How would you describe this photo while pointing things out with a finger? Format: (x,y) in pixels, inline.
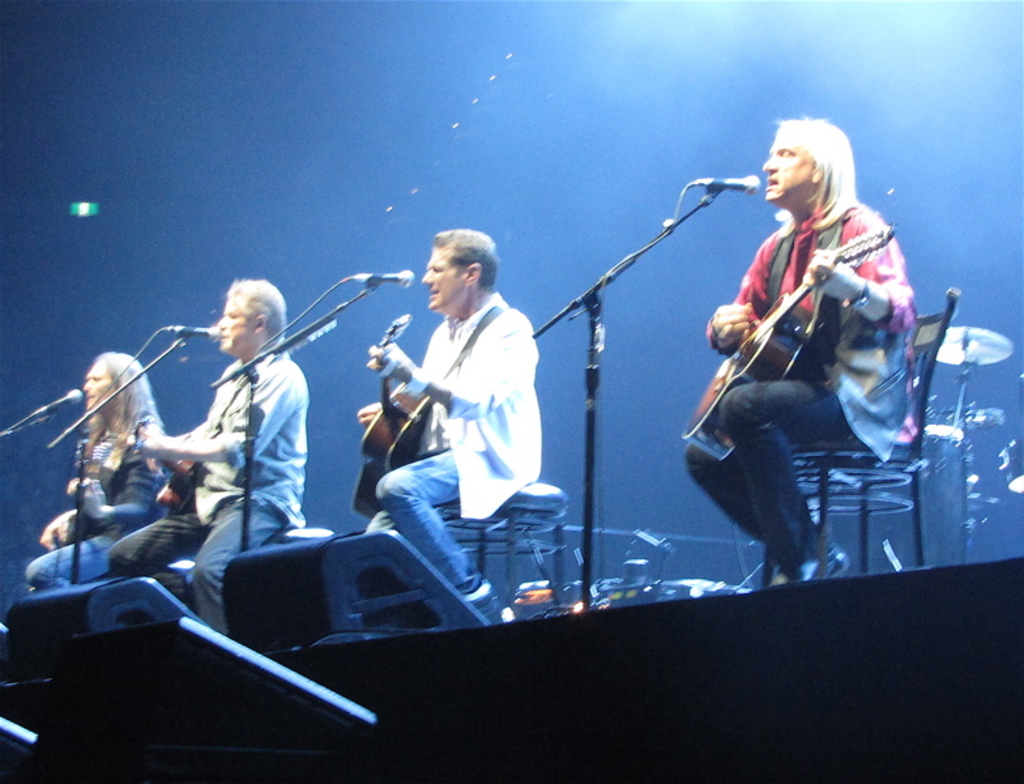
There are four people (770,296) in image who are sitting on chair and playing their musical instrument (784,324) in front of a microphone (747,180), on top (884,40) there is a light (838,33).
